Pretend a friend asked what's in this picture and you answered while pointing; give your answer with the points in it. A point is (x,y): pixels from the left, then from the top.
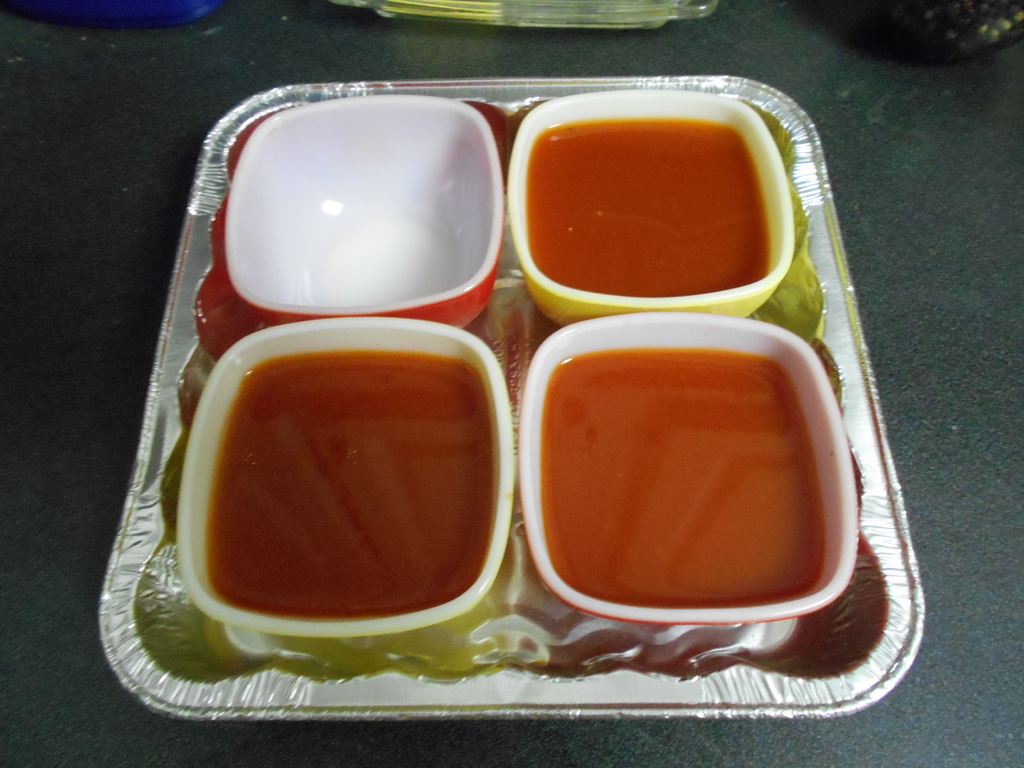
In this picture there are food items (616,248) in the bowls (732,324). There are four bowls (781,227) in the tray (748,647). At the back (501,6) there are objects (113,5). At the bottom (958,629) there is a surface (932,492).
